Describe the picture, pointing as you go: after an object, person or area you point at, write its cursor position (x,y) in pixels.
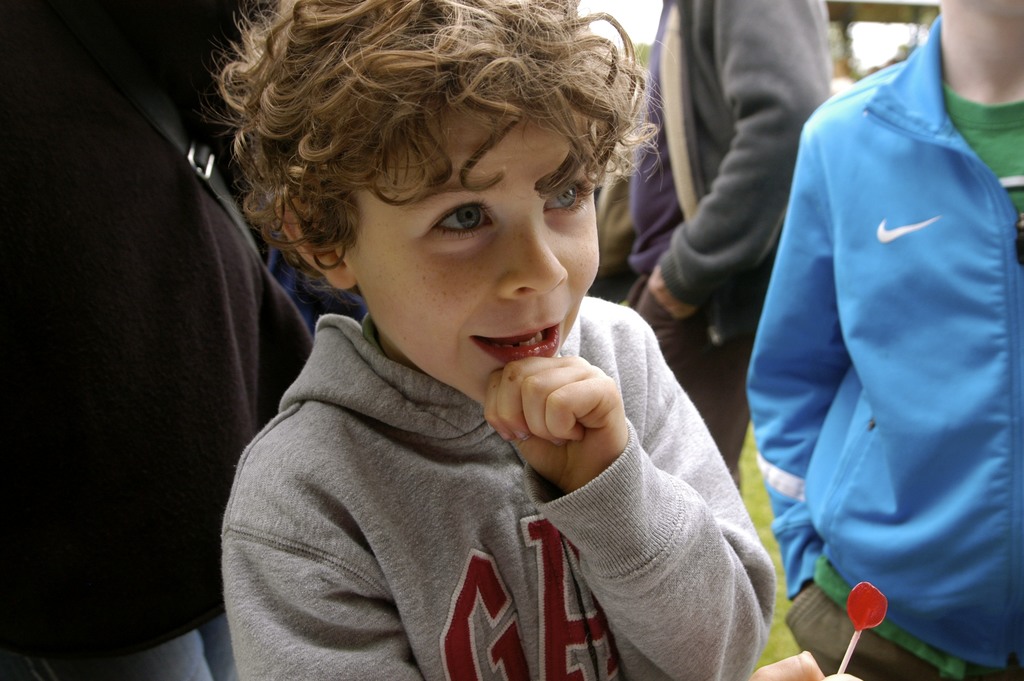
There is a boy (461,328) holding a candy (869,611) with stick (850,653). In the back (793,132) there are many people (112,166).
